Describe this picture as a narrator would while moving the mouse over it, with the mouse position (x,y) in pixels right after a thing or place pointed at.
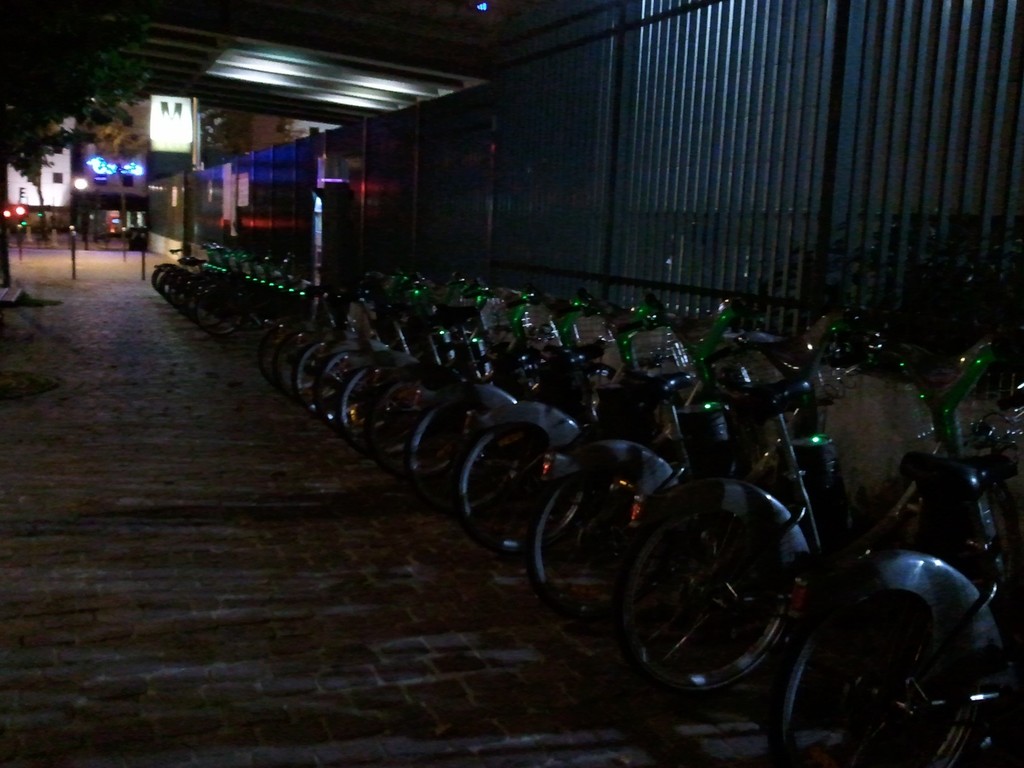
In this picture we can see bicycles (204,297) on the ground (215,529), tree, wall (284,252), poles (20,234), lights (141,167), some objects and in the background (33,224) we can see buildings (95,182).
